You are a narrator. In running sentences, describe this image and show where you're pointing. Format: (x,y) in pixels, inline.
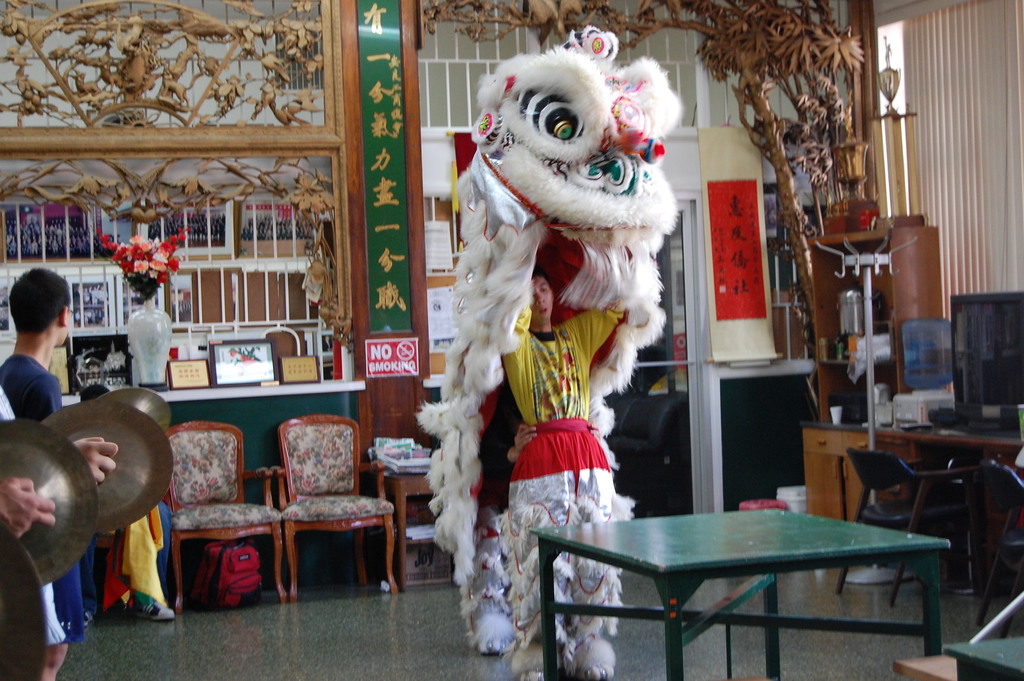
This is table (701,535) and there are chairs (867,509). Here we can see some persons (508,647) are standing on the floor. They are playing some musical instruments (96,528). This is a flower vase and these are the frames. And this is board (398,363). And there is a curtain (946,185).
